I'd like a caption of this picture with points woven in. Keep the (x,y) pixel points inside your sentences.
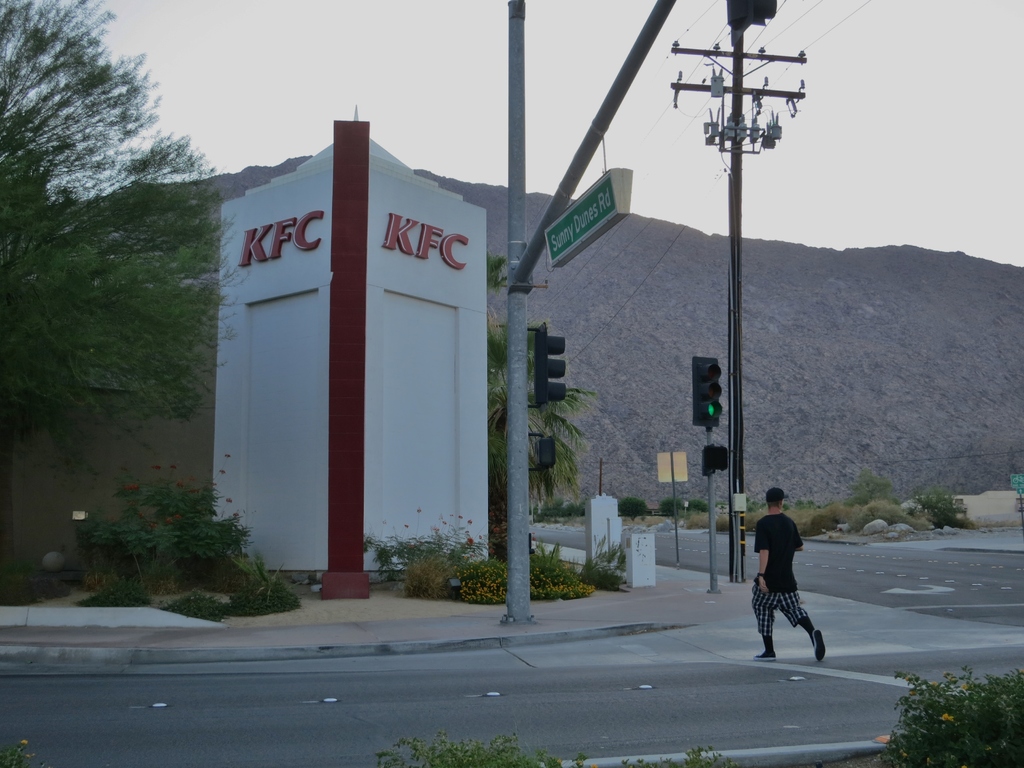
In this image we can see a road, a person (769,547), traffic signal pole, electric pole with wires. we can see plants (926,682), trees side of the road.
